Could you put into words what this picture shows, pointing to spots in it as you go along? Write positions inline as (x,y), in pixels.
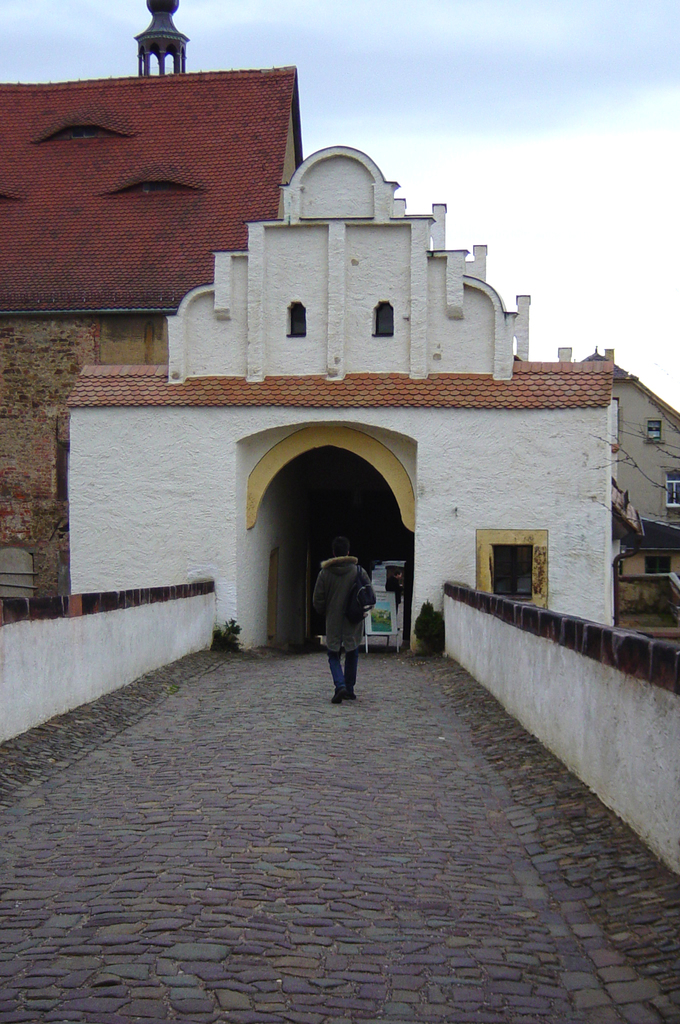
This image is taken outdoors. At the top of the image (273,40) there is the sky (506,121) with clouds (435,76). At the bottom of the image (396,983) there is a floor (304,917). In the middle of the image (282,409) there are few houses (229,313). A person (345,590) is walking on the floor (388,696) and there is a plant (432,629).
